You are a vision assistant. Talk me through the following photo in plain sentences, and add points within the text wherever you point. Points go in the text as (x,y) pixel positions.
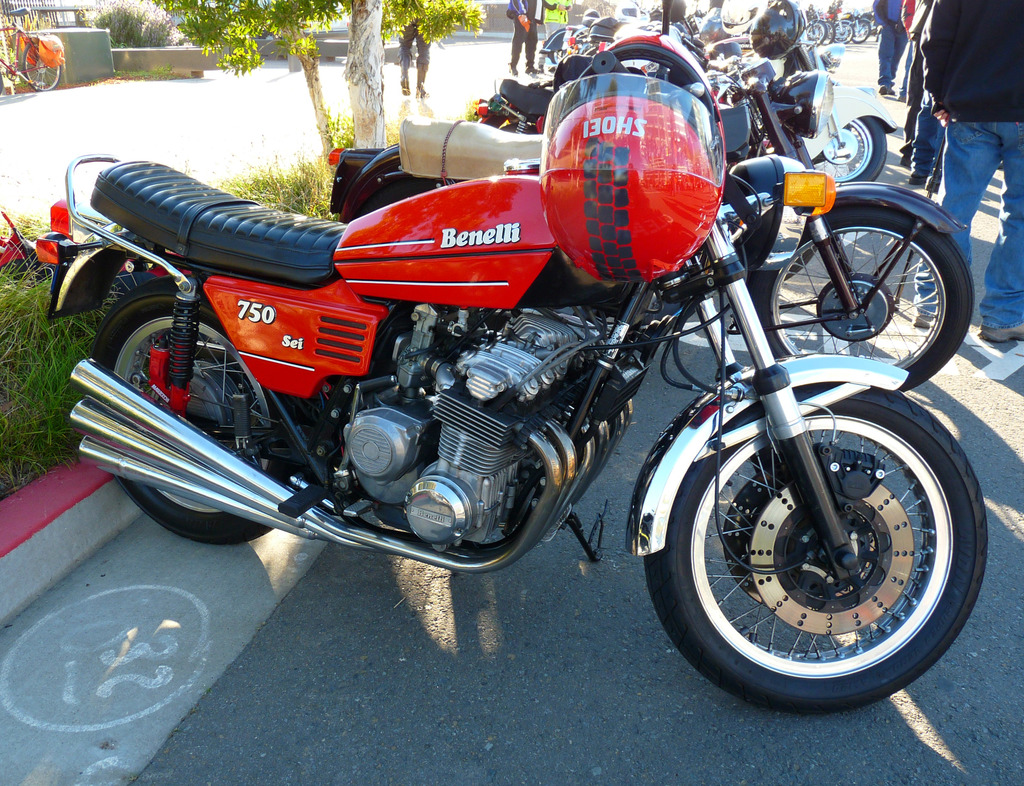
In this image I can see few vehicles (799,295), in front (537,244) the vehicle (520,242) and the helmet (563,249) is in red color. Background (362,111) I can see few people (1001,137) some are standing and some are walking, trees (180,5) and plants (301,199) in green color.
